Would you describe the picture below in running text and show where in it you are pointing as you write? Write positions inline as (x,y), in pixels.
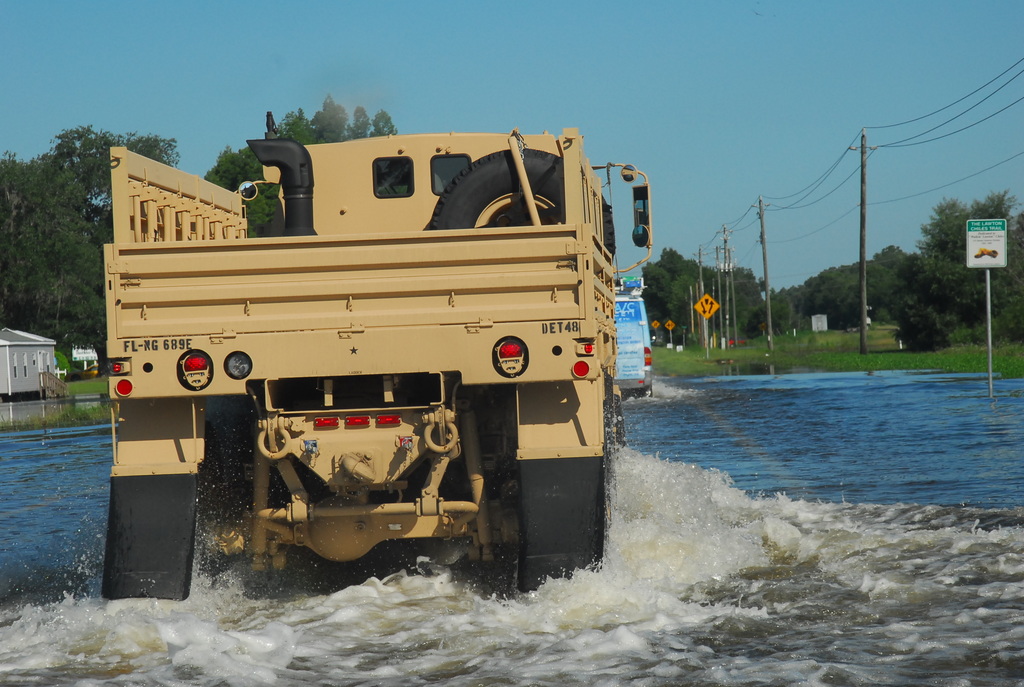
In this image I can see two vehicles (514,355) are on the water (638,481). To the side of these vehicles (399,368) these are poles (765,270) and the boards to it. To the left (1,356) I can see the ash color shade (16,371). In the back (60,273) there are many trees (12,254) and the blue sky (551,67).
